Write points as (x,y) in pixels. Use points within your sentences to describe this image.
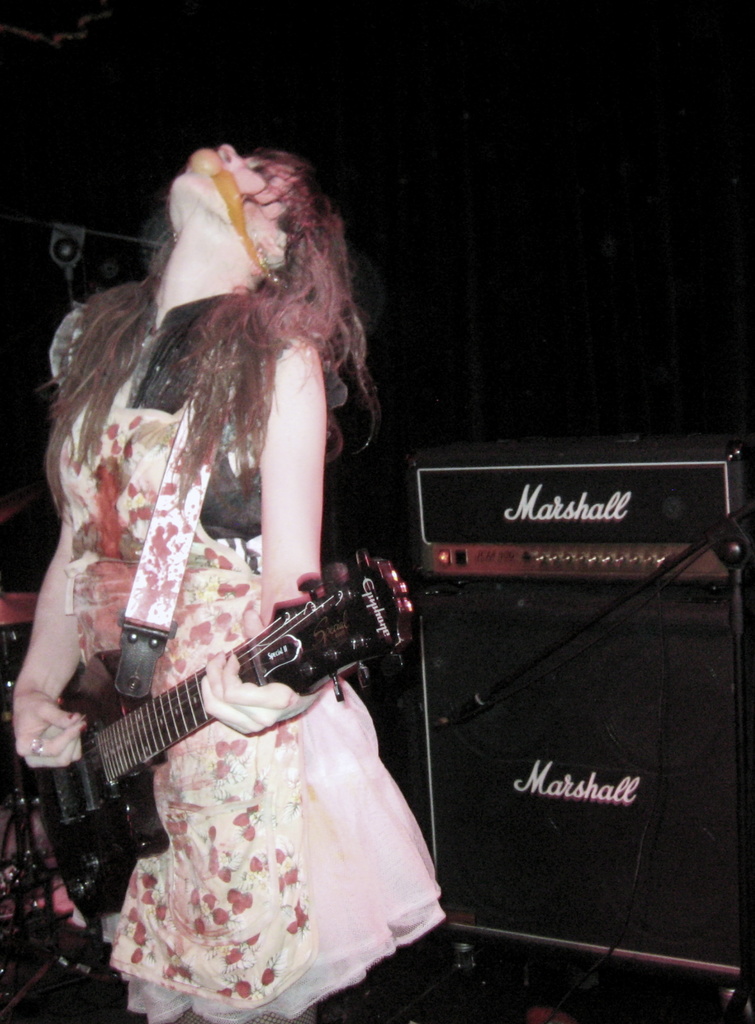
There is a woman (164,425) in the given picture, playing a guitar (68,789) in her hands (280,701) and looking up. In the background (524,855) there is a speaker (606,761).
